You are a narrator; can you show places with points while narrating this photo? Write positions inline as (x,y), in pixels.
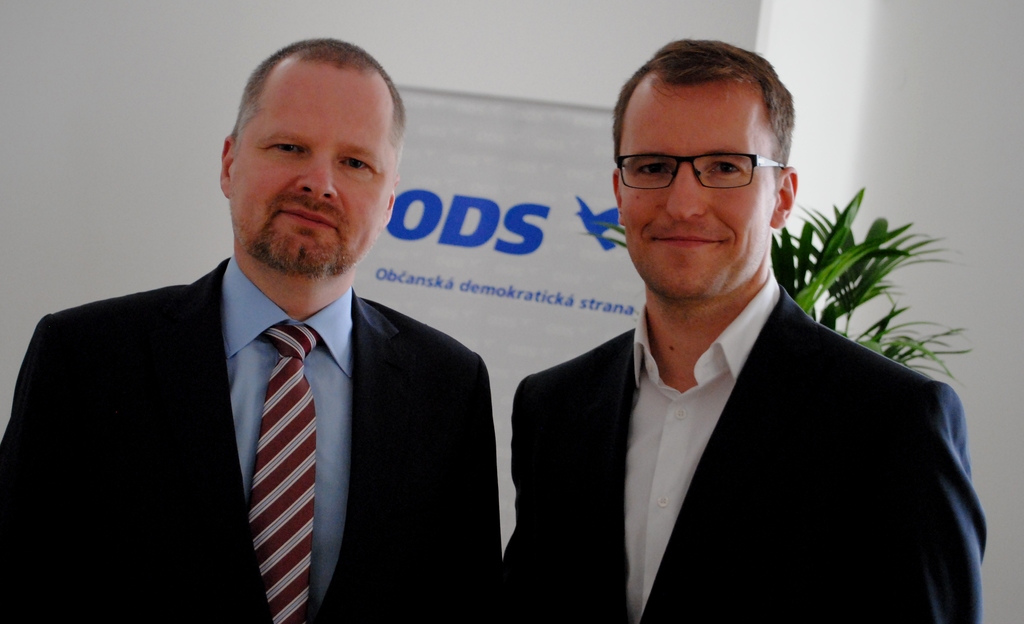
In this image we can see two men (279,430). One man (661,459) is wearing a white shirt (680,449) and coat (621,521). And the other man (226,354) is wearing a blue shirt (243,292), tie (302,422) and coat (136,444). In the background (123,85), we can see the wall (936,145), a plant (853,253) and a board (514,276).
